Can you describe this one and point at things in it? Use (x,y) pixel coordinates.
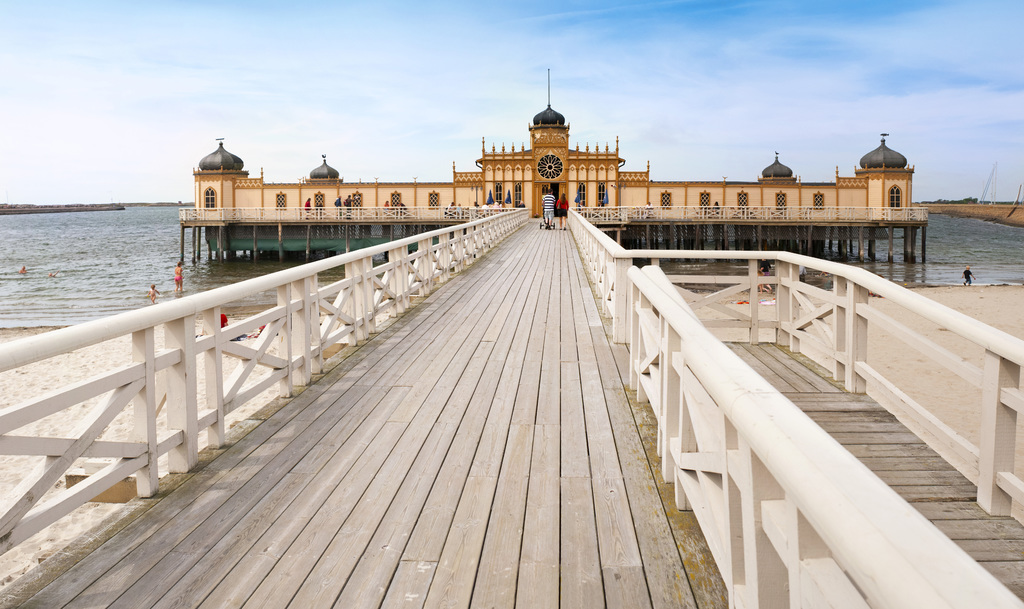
In the picture we can see a wooden pier (479,373) with railings (23,442) and far away from it, we can see the building (534,213) and near it, we can see some people (558,212) are walking and the building (529,200) is on the water surface (1001,228). In the background (517,112), we can see the sky (572,126) with clouds (99,140).
